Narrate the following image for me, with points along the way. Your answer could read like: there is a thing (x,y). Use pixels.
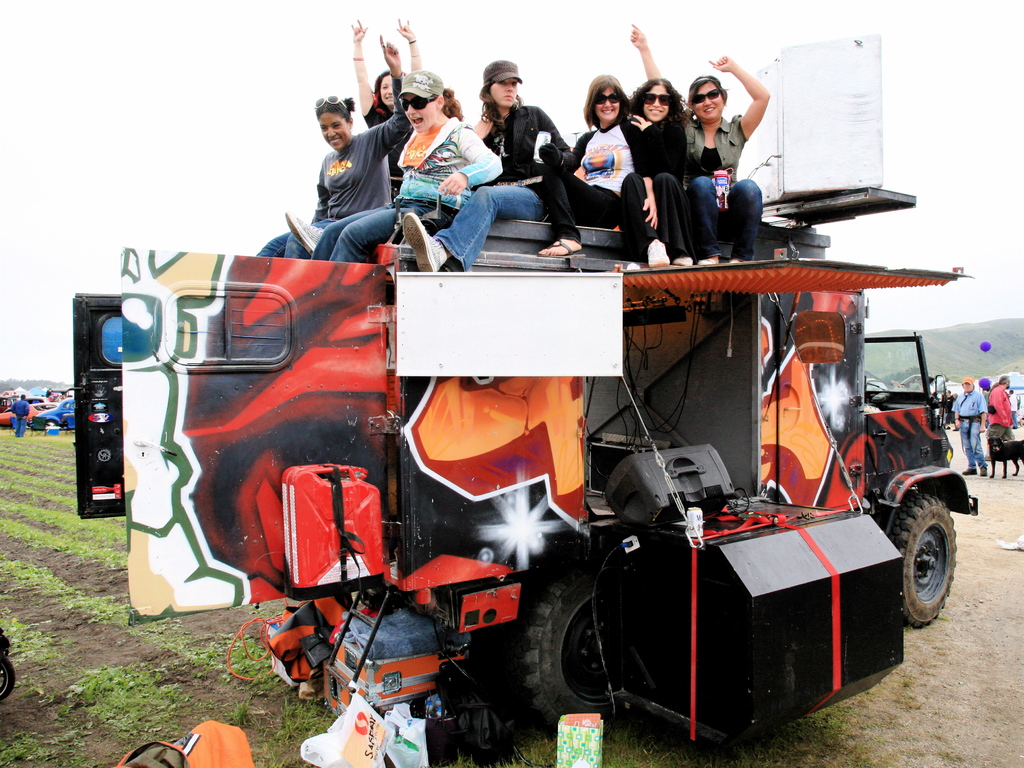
In the center of the image (570,264) there is a vehicle (525,247) on which there are people (512,86) sitting on it. In the background of the image (7,417) there are vehicles (69,416). To the right side of the image (975,334) there is a mountain (971,353). At the top of the image (307,80) there is sky (151,114). At the bottom of the image (158,660) there is grass (122,674).
